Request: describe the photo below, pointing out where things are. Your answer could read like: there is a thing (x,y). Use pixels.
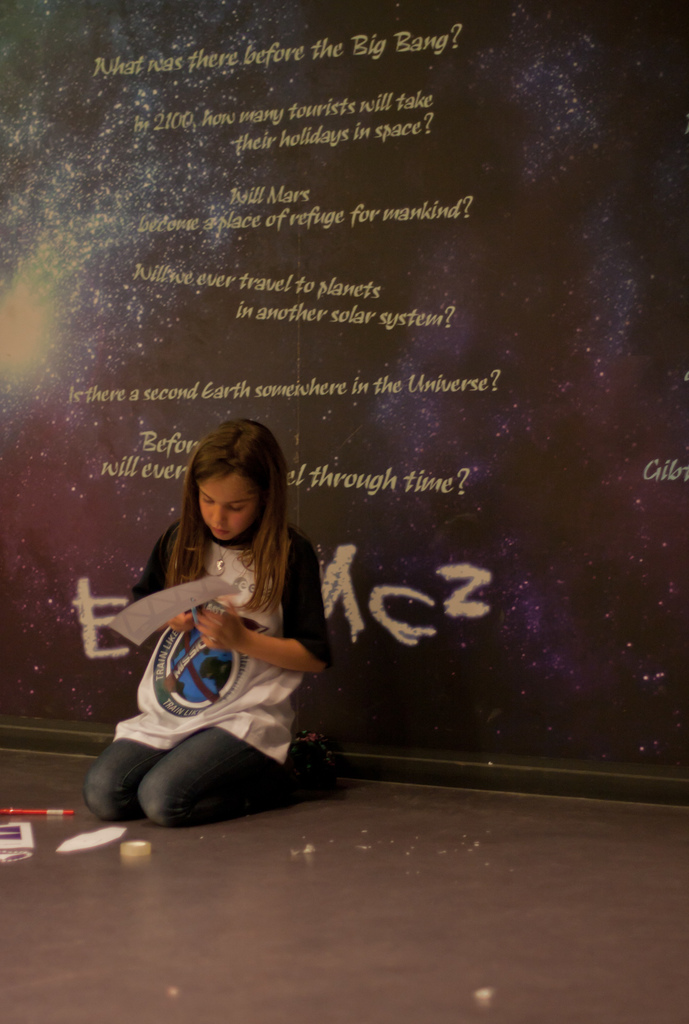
In this picture I can see a girl (200,669) who is sitting in front of this image and I see she is holding a thing (174,610) in her hands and I see few things (7,830) in front of her and in the background (259,99) I see the wall (359,487) on which there is something written.
